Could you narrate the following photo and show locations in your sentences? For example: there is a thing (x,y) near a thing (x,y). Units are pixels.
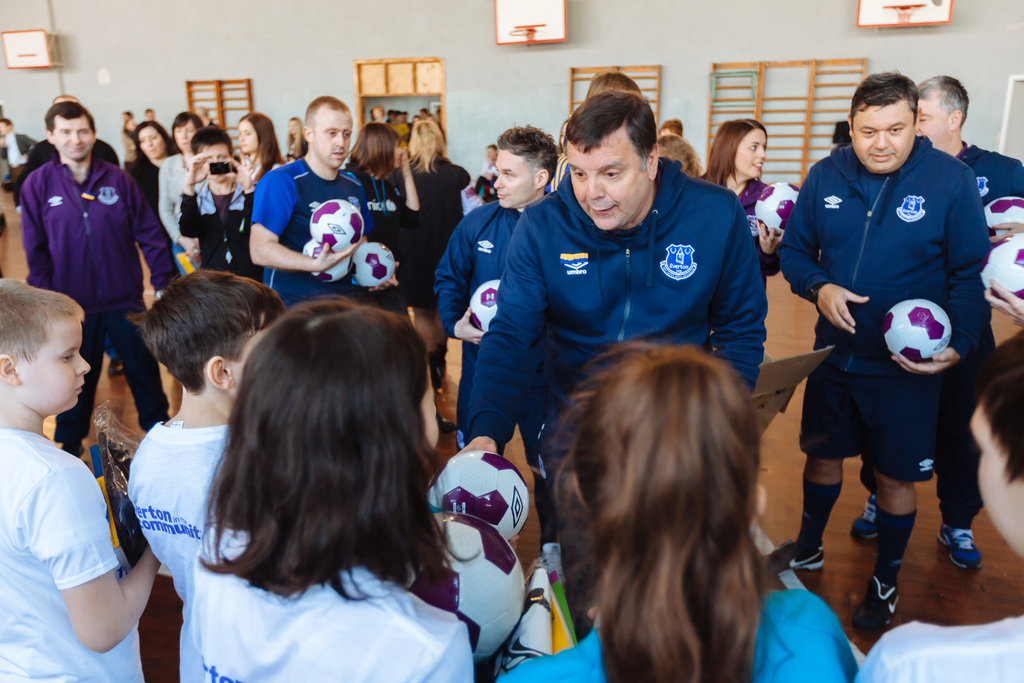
There is a group of people (270,490). They are holding a ball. We can see the background (398,104) is door (411,125) and window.
